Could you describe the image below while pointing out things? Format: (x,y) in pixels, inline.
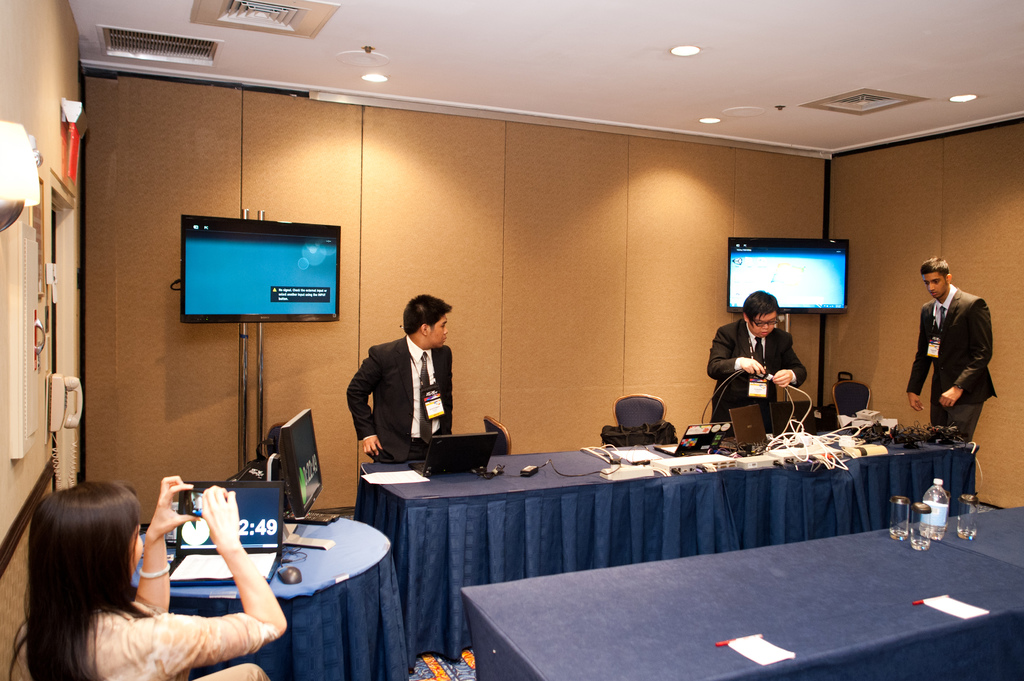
In the foreground of the image (254,624) we can see a woman (254,624) holding a mobile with her hands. To the left side of the image (66,400) we can see a telephone (72,415) on the wall (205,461), a screen (298,462), laptop (268,528) and mouse (294,573) on the table (277,596). In the center of the image (446,451) we can see a group of laptops (752,437), cables (949,433) placed on a table (690,490). Chairs (635,398) placed on the ground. Three persons (757,397) are standing. One person (762,398) is holding cables (764,378) with his hands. On the right side of the image (970,525) we can see the bottle (942,521), glasses (916,518), and papers (961,604) on the table (1008,607). In the background (819,257) we can see televisions (328,283) on stands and some lights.
